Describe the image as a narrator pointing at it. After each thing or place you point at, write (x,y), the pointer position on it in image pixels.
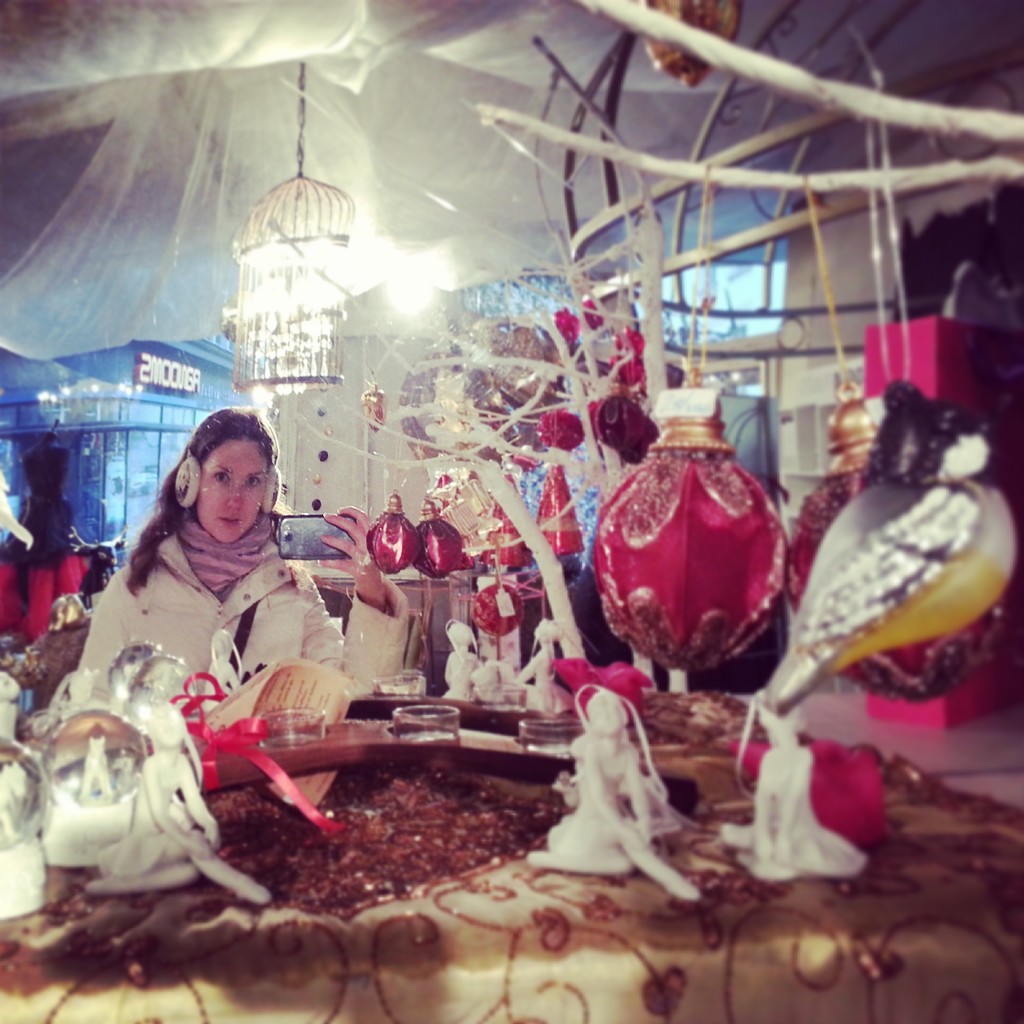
In this picture we can see few decorative things (635,645), toys (77,677) and a woman (193,623) on the left side of the image (204,657), she is holding a mobile (306,523), behind her we can see few lights (321,334).
